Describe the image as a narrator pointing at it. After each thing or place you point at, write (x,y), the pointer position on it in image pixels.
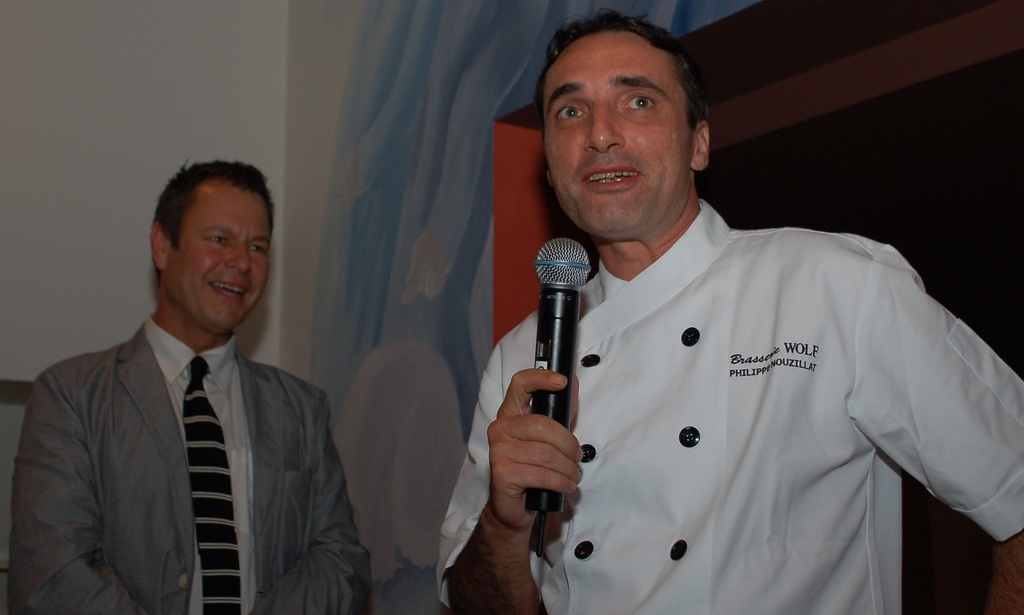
In this picture we can see two people (593,300) one in the white shirt (619,359) holding mike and the other in ash color suit (114,445).
